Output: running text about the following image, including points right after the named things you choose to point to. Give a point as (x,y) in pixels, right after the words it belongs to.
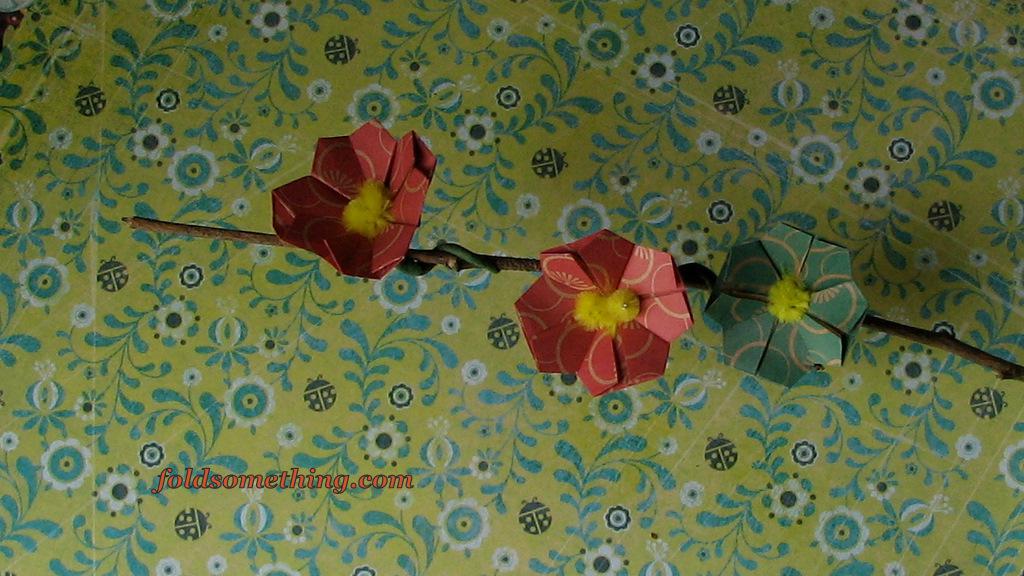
In this image I can see three papers flowers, they are in red, yellow and green color. Background (54,351) I can see a colorful cloth (234,371).
